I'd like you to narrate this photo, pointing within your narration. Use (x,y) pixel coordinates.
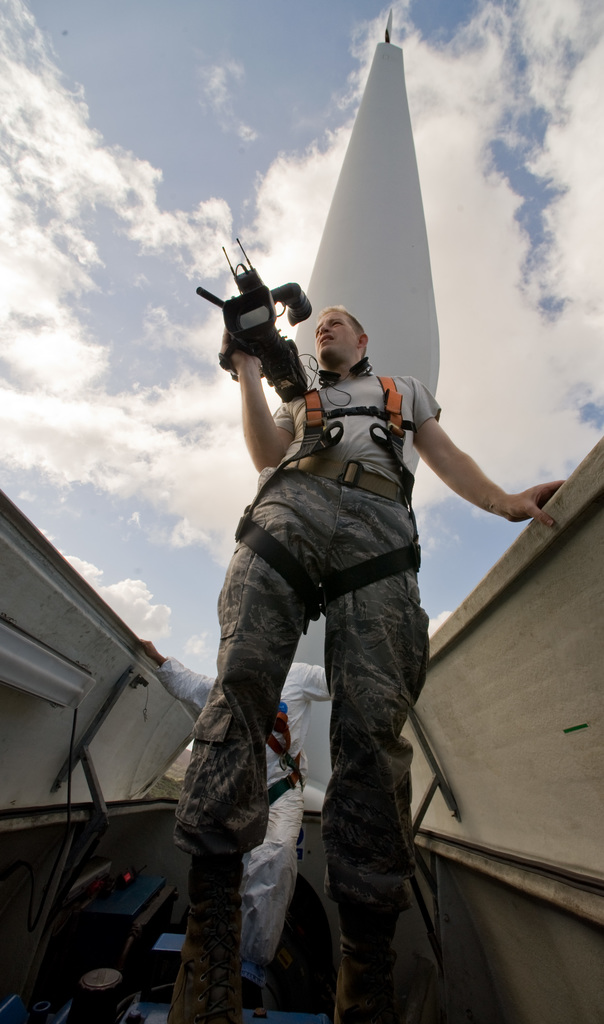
In this image I can see two people (291,714) with different color dresses (223,642) and one person (250,390) holding the camera (240,282). These people (194,771) are standing in some object (150,815). In the background (105,440) I can see the white color pole (336,272), clouds (149,214) and the sky (191,145).
